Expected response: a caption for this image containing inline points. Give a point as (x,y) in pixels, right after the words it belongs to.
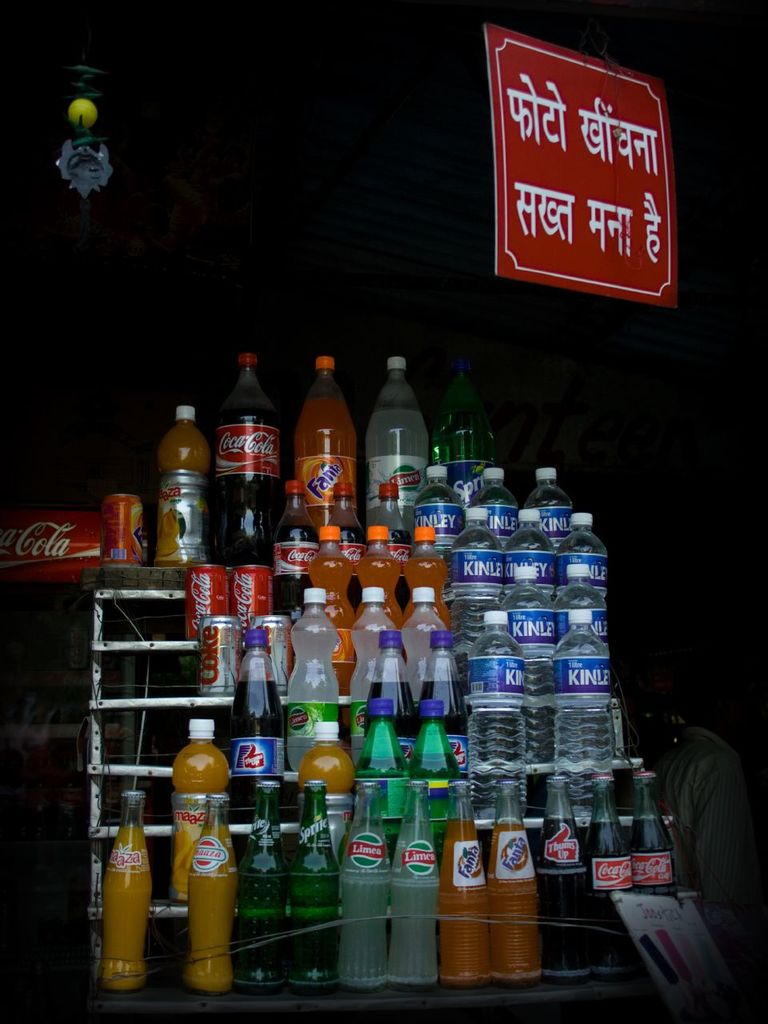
In the picture there are many bottles (409,865) present in the stand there is a table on the table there are also bottles (322,399) near the table (162,584) there is a refrigerator (37,813) above the table (107,570) there is a board (661,164) on the board (613,219) there are some words (656,160) present in Hindi.
